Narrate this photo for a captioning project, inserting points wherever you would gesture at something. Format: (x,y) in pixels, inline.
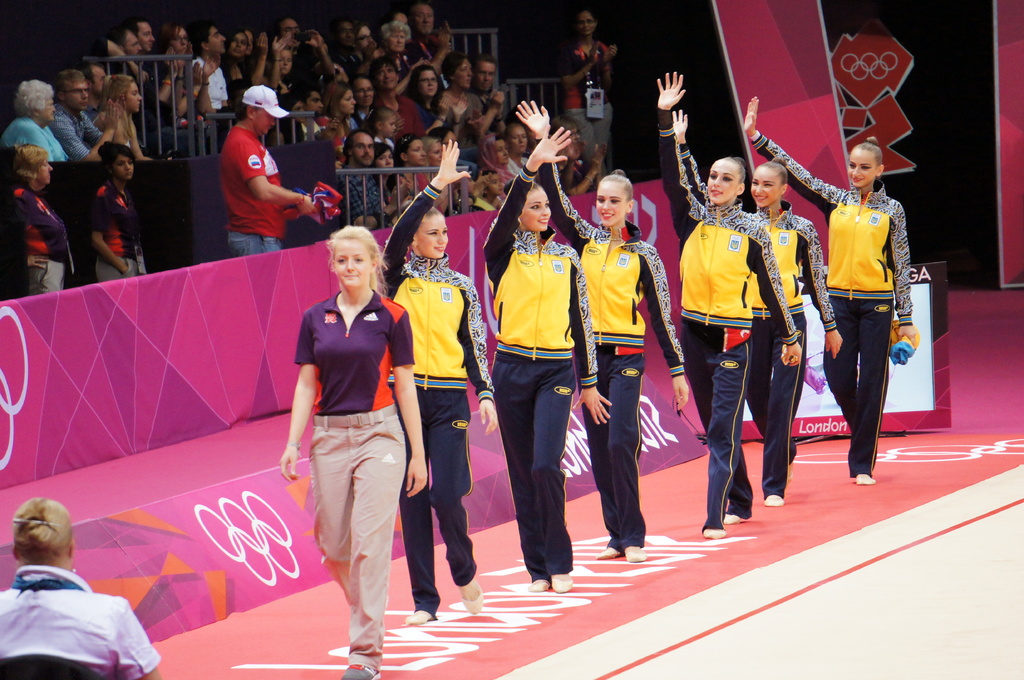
In this image, I can see few women (713,276) walking and smiling. There are few people (112,234) standing. I think these are the barricades (397,183). I can see a group of people (405,144) sitting. These are the hoardings (233,518) with the letters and designs (240,530) on it. At the bottom left corner of the image (92,612), I can see a person (66,633) sitting.
